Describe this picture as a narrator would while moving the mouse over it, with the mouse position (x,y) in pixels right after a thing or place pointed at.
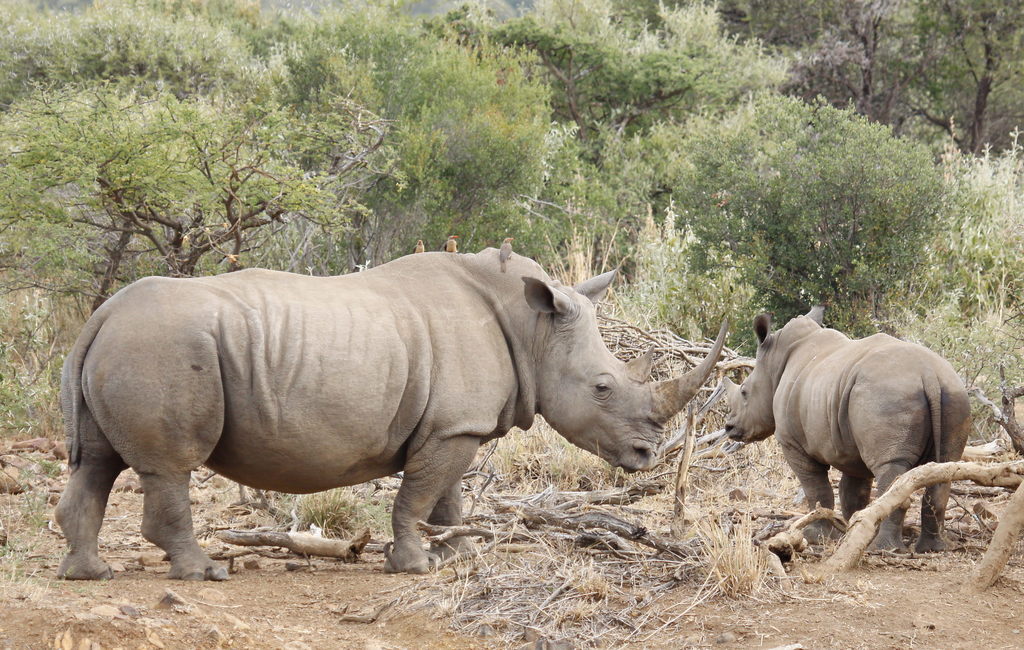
In this picture there are two rhinoceros (580,415) standing on the ground (397,597). In the background (625,82) we can see many trees (718,174). On the bottom (604,527) we can see wood (586,502) and dry grass (638,579).
